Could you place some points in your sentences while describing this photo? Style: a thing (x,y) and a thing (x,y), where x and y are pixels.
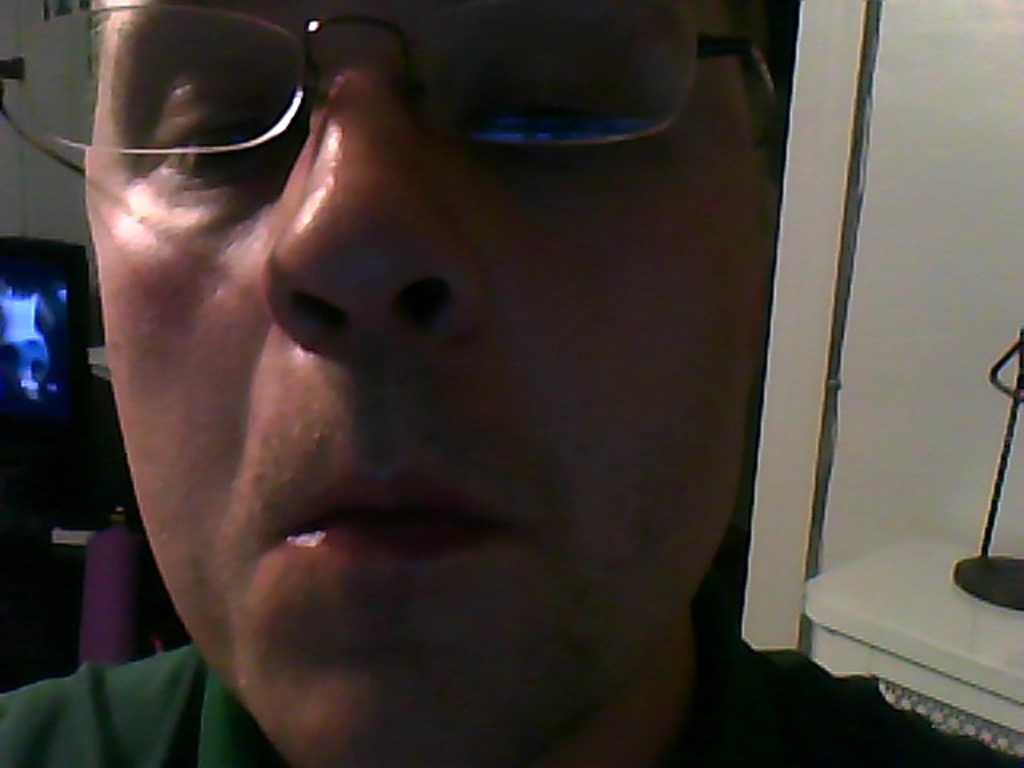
In this image we can see a person (258,238) wearing spectacles (81,83) and behind him we can see a metal object (1003,573).
